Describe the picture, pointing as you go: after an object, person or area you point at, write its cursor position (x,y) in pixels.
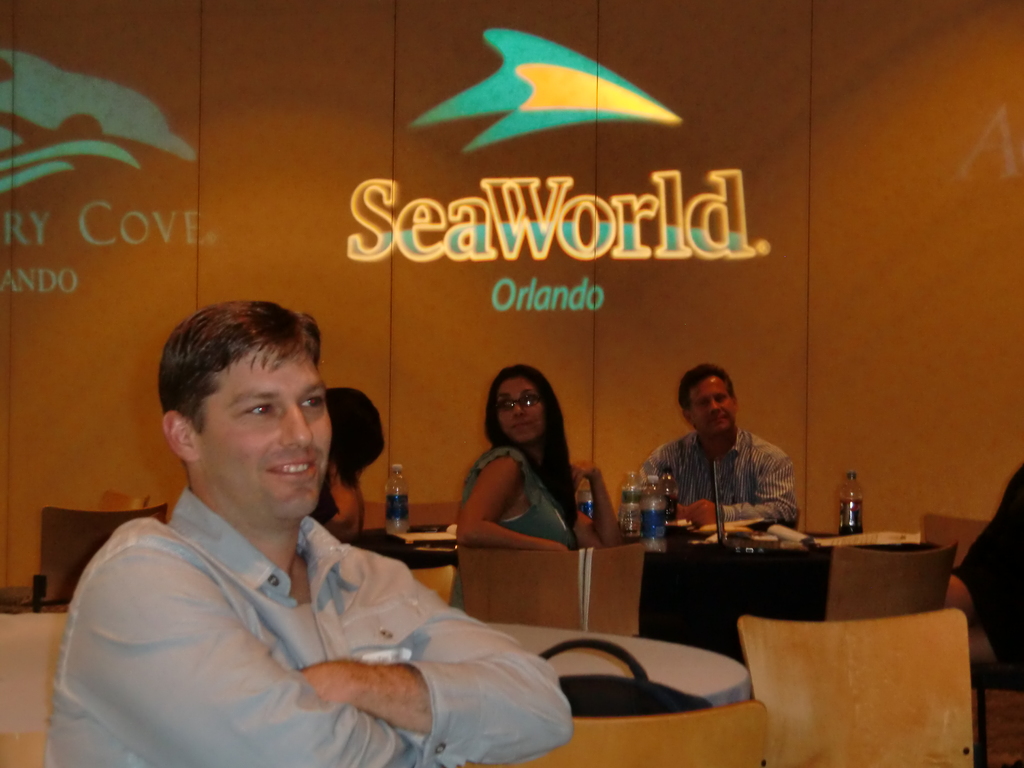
In this image i can see a person (336,637) wearing a shirt (238,670) is sitting on a chair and smiling. In the background (330,460) i can see the wall (250,170) and few persons (531,468) sitting on chairs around the table (679,528), On the table (671,538) i can see few bottles (665,487) and few other objects (737,540).
